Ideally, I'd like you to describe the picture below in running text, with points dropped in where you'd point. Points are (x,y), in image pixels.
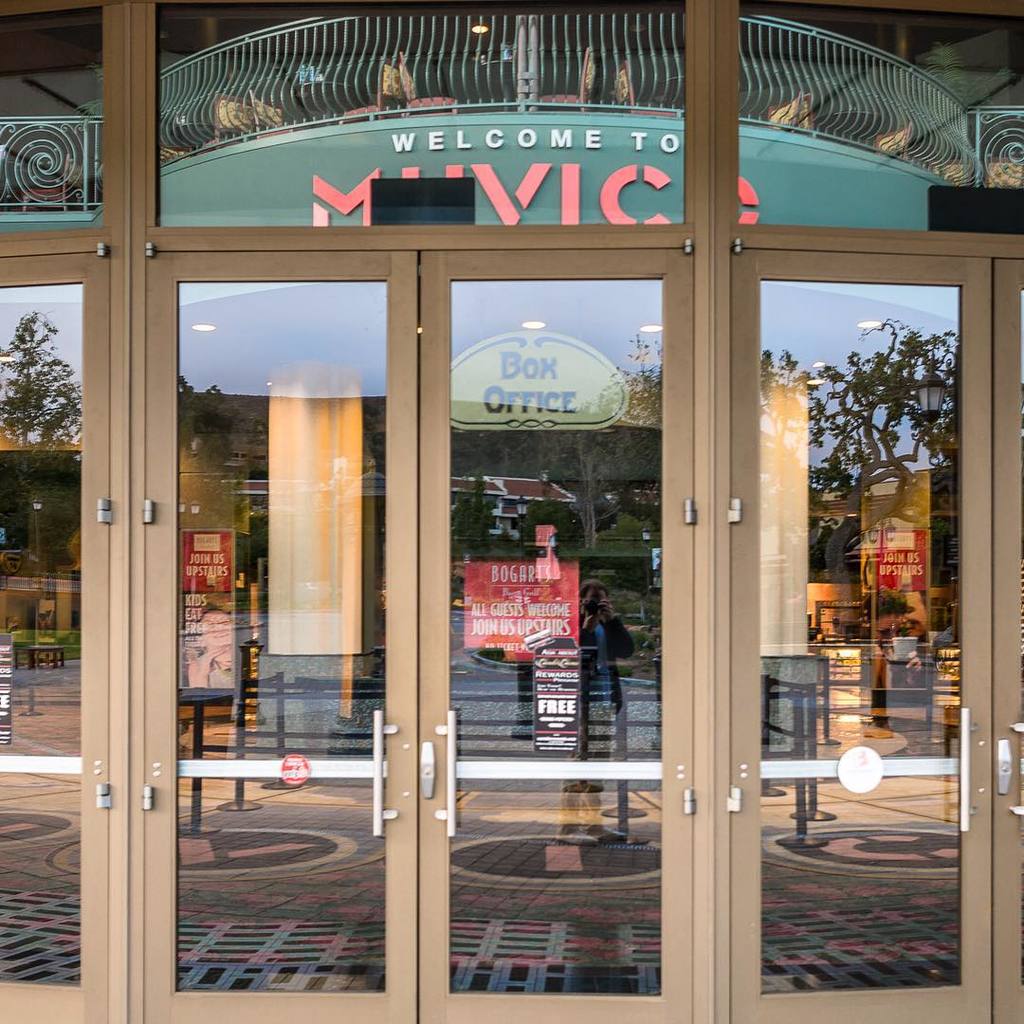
In this image there are glass doors (268,928) and we can see reflections (870,430) of trees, people (599,643), boards (480,586), railings (231,63) and sky (256,334) on the glass doors (532,583).
